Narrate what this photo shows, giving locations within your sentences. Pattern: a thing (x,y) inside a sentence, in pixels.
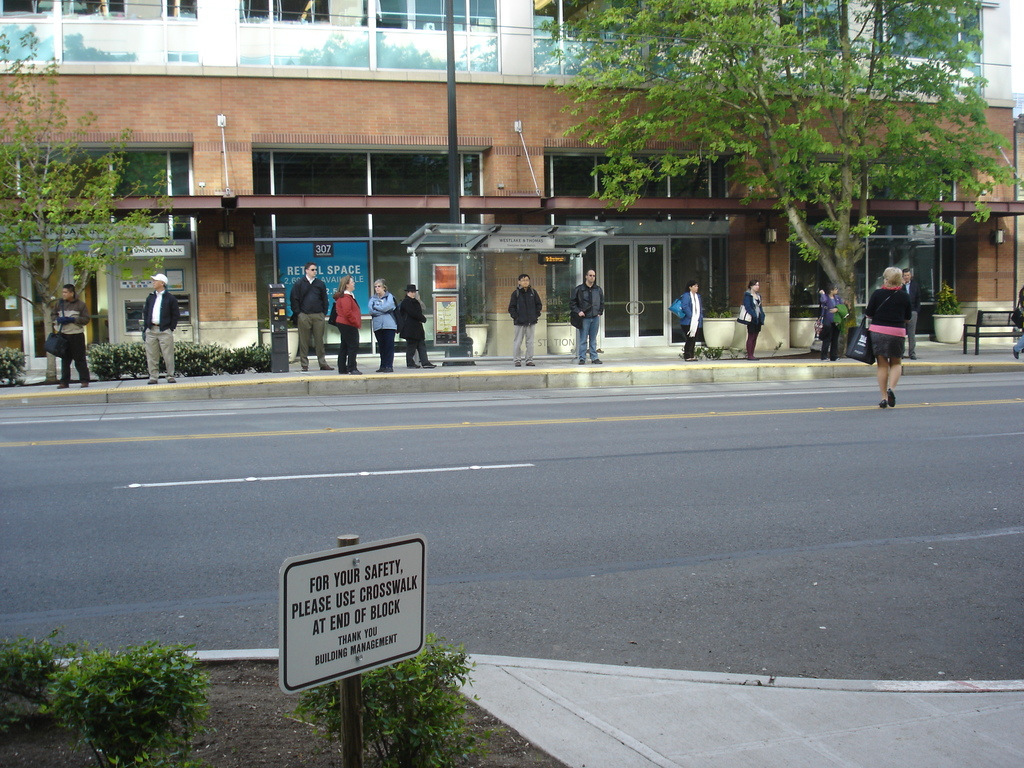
At the bottom of the image (338,703) we can see plants (323,721) and one sign board (363,632). On the sign board (349,619), we can see some text (353,601). In the background (459,291) there is a building (331,142), trees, plants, sign boards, plant pots (557,331), one bench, one person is walking on the road (961,427), few people (831,341) are standing, few people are holding some objects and a few other objects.
